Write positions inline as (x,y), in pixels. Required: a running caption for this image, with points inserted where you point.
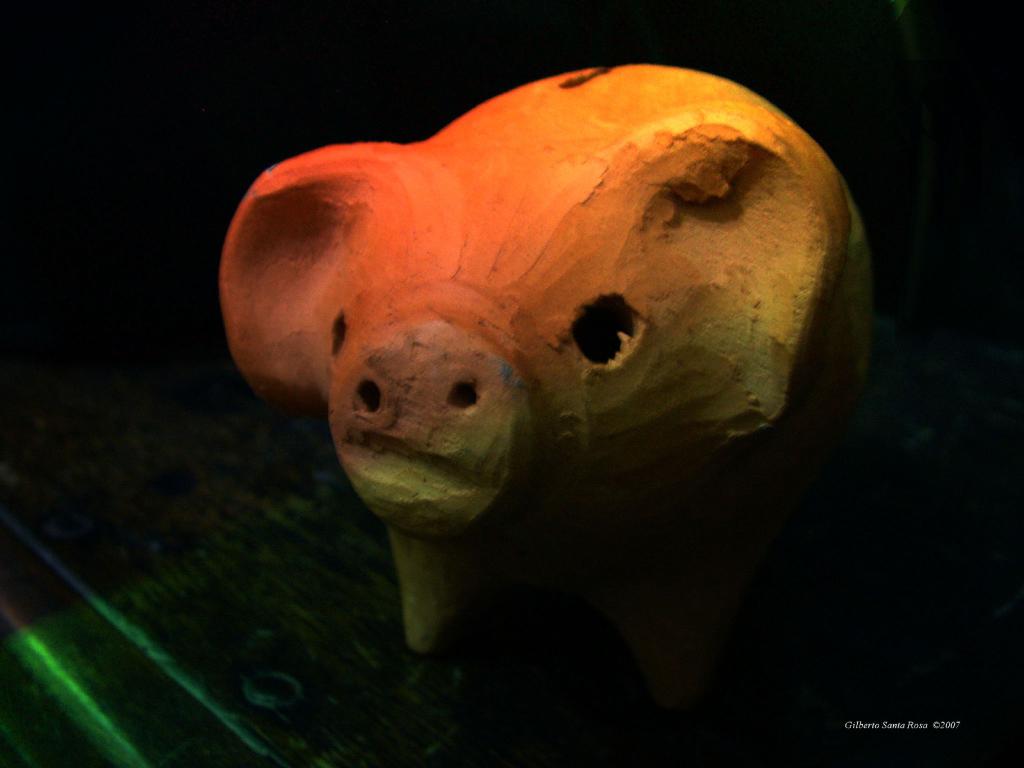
In the center of the image (368,504) we can see a piggy bank (544,214) placed on the table (426,660).
